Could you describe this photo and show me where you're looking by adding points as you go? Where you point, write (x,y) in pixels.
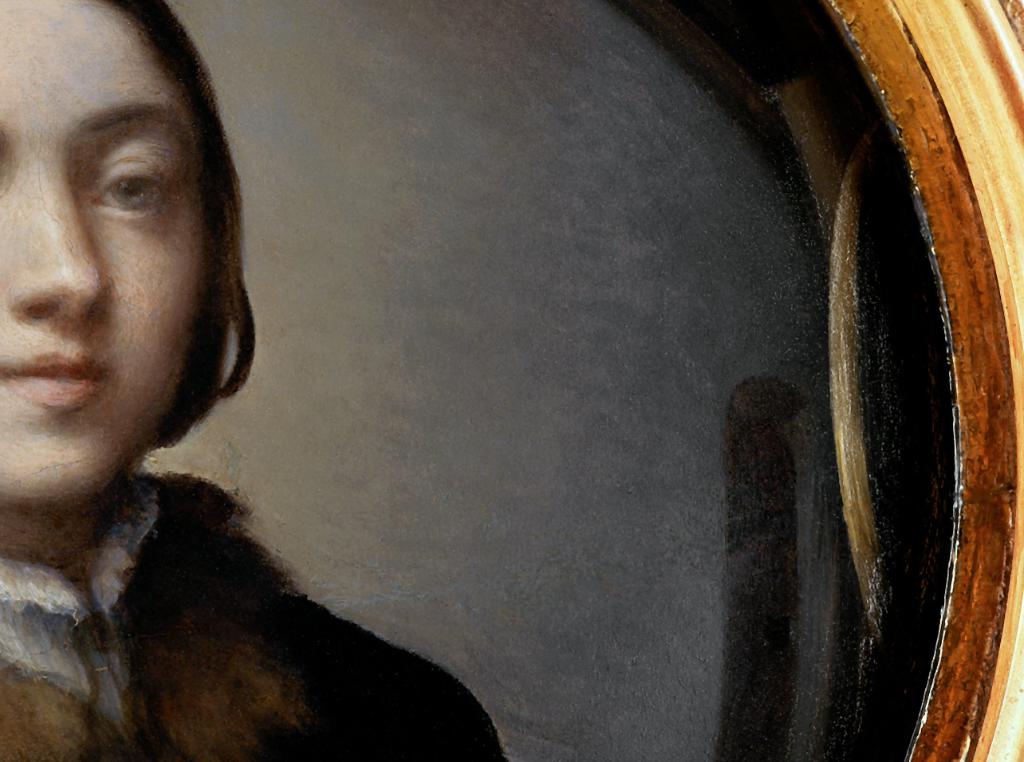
In this picture its look like a painting and this painting look like female character (312,641).
